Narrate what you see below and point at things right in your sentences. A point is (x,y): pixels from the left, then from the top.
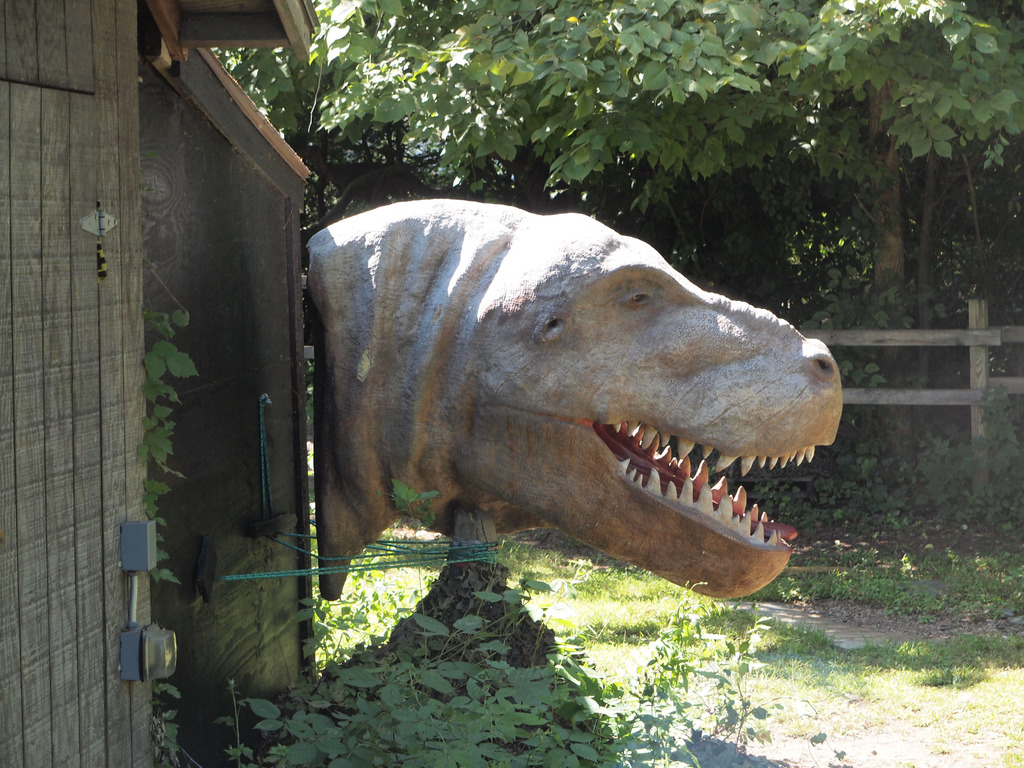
This picture is clicked outside. On the left (93,379) we can see the cabin (222,359). In the foreground (478,666) we can see the plants (579,706) and a sculpture (606,379) of some creature (602,383). In the background (857,297) we can see the grass (1021,555), fence (947,344) and trees (680,102).
